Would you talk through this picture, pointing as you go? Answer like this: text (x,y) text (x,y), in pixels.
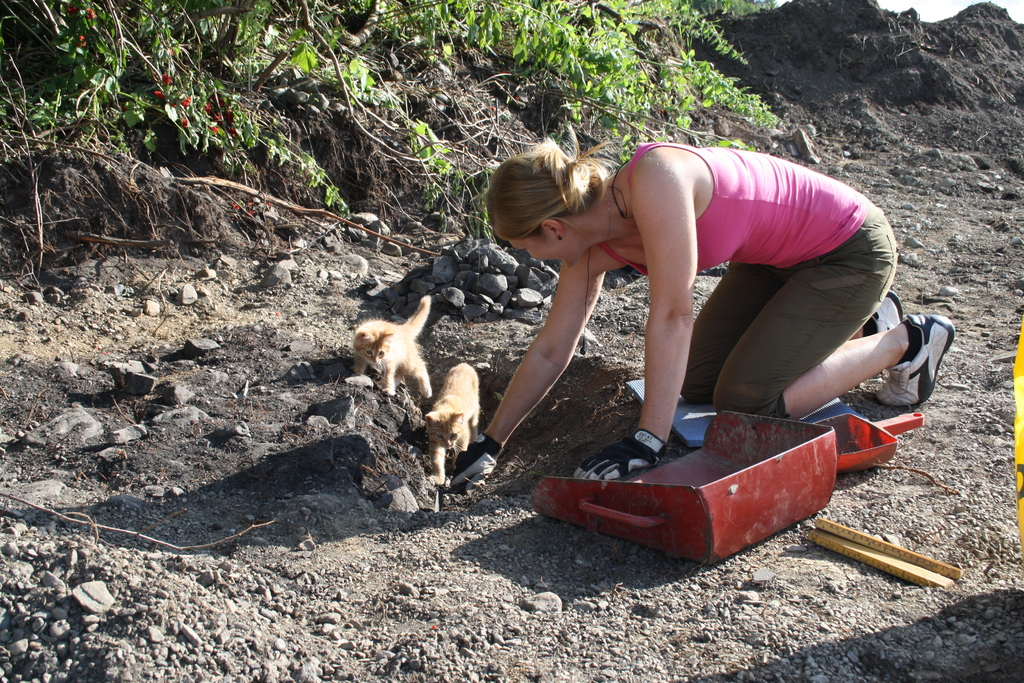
In this image there is a woman (753,310) who is kneeling down on the ground (537,437) and digging the soil (523,444) with her hands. There are two kittens (452,382) beside the hand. In the background (657,61) there are plants (227,85). On the ground (285,564) there is sand (251,509) and small stones (196,529). On the right side (700,494) there is a tray (748,488) on the ground (503,389), Beside the tray (747,505) there are sticks (896,569).
